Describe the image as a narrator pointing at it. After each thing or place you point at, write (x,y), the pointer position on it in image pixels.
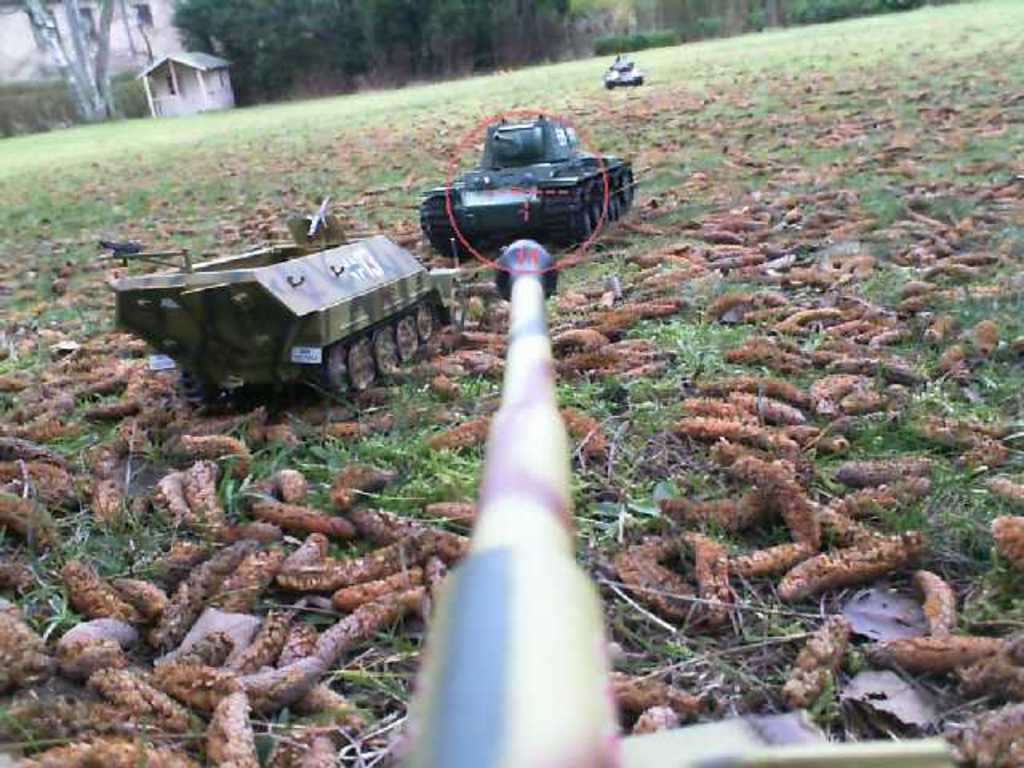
In this picture we can see toys (288,332) and something on the grass (643,475). At the top of the image (192,73), there are trees (344,18) and a house (167,98).
